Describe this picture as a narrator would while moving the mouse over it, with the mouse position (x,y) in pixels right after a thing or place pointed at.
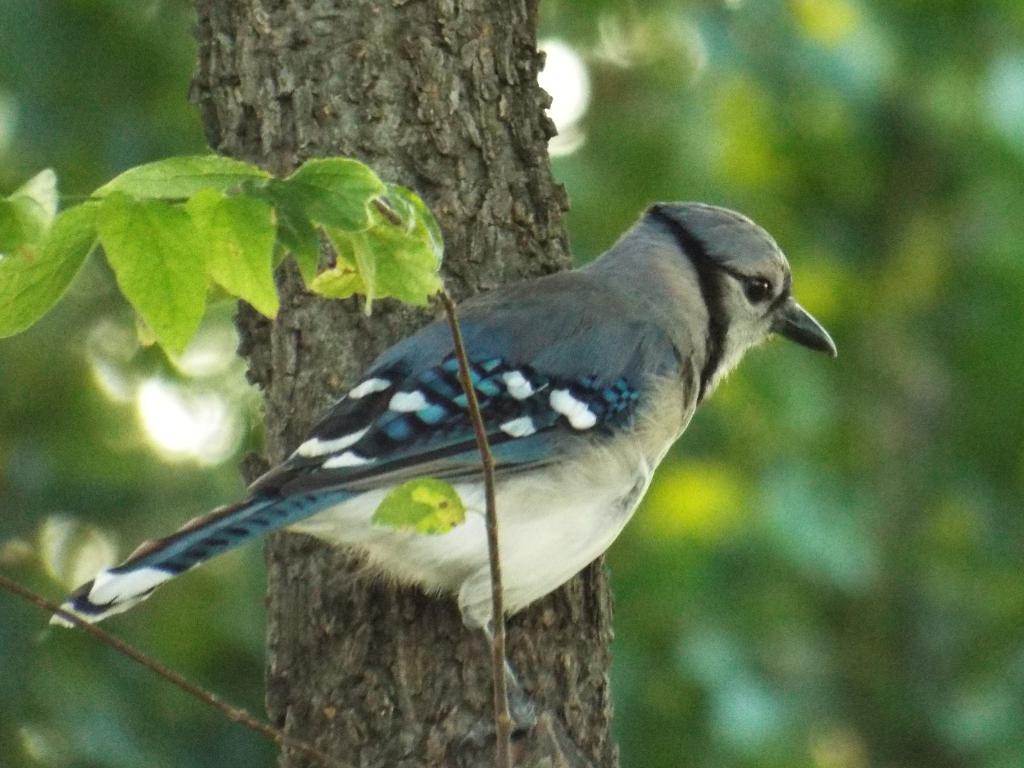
In the image there is a tree trunk (477,657), beside the tree trunk (480,676) there is a bird (508,422) standing on a small branch (497,691), the background of the tree trunk (420,95) is blur.
